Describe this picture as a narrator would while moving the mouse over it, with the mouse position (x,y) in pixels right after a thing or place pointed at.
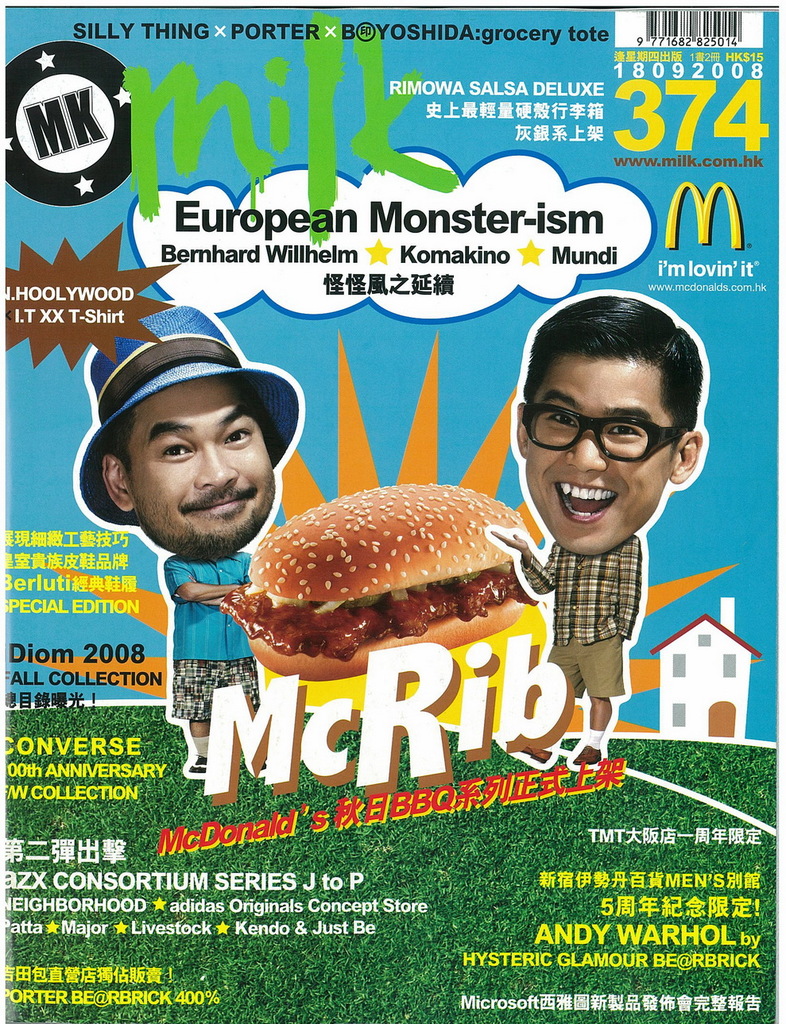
This is a poster (371,490) where we can see some text (98,855) and two animated persons (240,507), a burger (347,577), bar code (671,34) and numbers (749,132) on it.
